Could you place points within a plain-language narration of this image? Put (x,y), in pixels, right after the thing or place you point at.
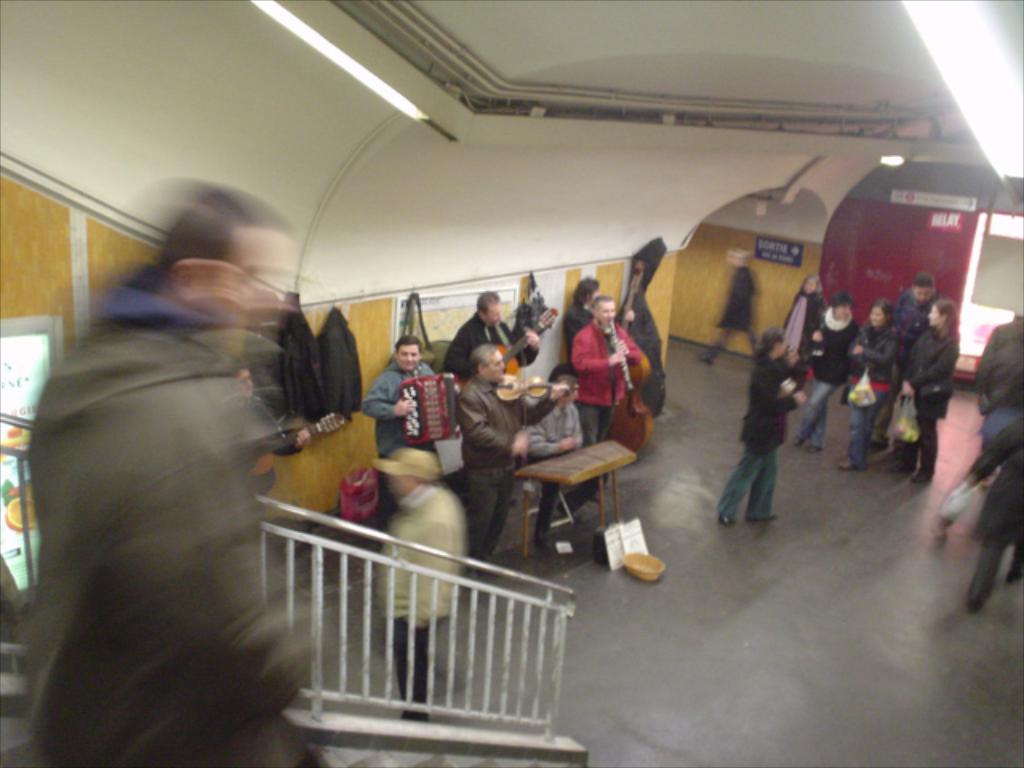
In this image we can see this person (63,467) getting down the stairs (352,743) is blurred. Here we can see these people (512,462) are playing musical instruments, we can see these people (751,480) walking on the floor (747,609), we can see boards (928,202) and the lights (318,47) to the ceiling (512,41).
